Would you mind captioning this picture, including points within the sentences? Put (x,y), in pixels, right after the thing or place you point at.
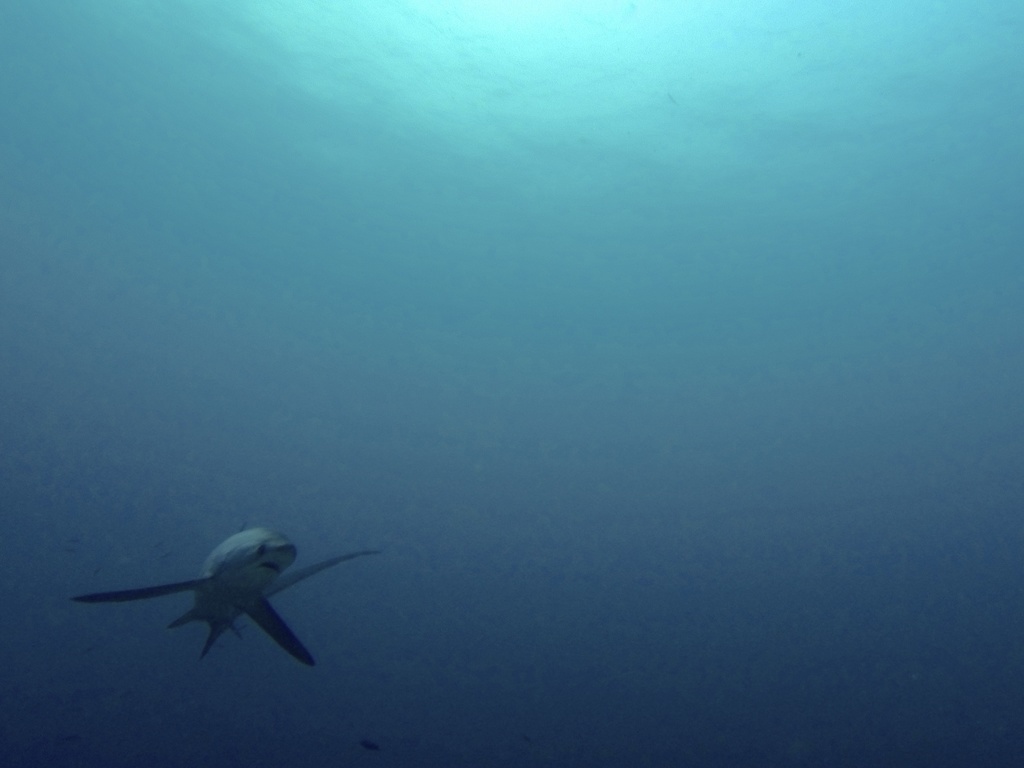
In this image there is a shark (229,577) in the sea (231,201).
